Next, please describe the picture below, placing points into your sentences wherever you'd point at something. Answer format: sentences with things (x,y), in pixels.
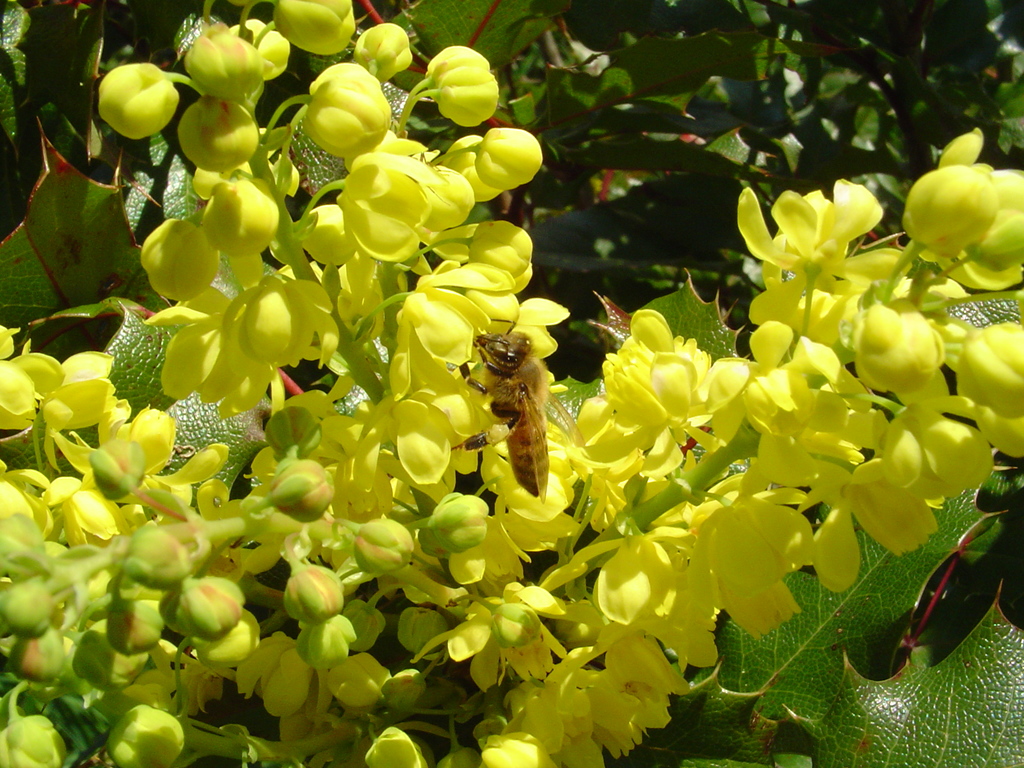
In the center of the image (540,414) we can see an insect (537,399) on a flower (522,510). We can also see a bunch of flowers (603,485) and buds (410,682) to a plant (367,629).
